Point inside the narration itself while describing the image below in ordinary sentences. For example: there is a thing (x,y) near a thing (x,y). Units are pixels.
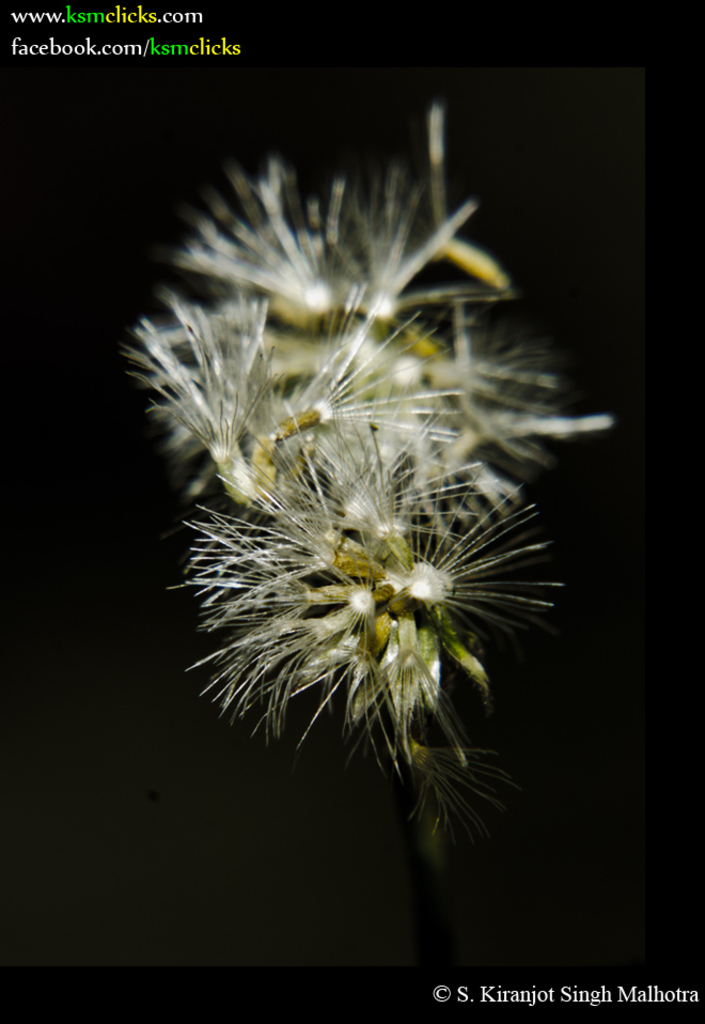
In the image we can see a picture (319,109), in the picture (414,213) we can see some plants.
